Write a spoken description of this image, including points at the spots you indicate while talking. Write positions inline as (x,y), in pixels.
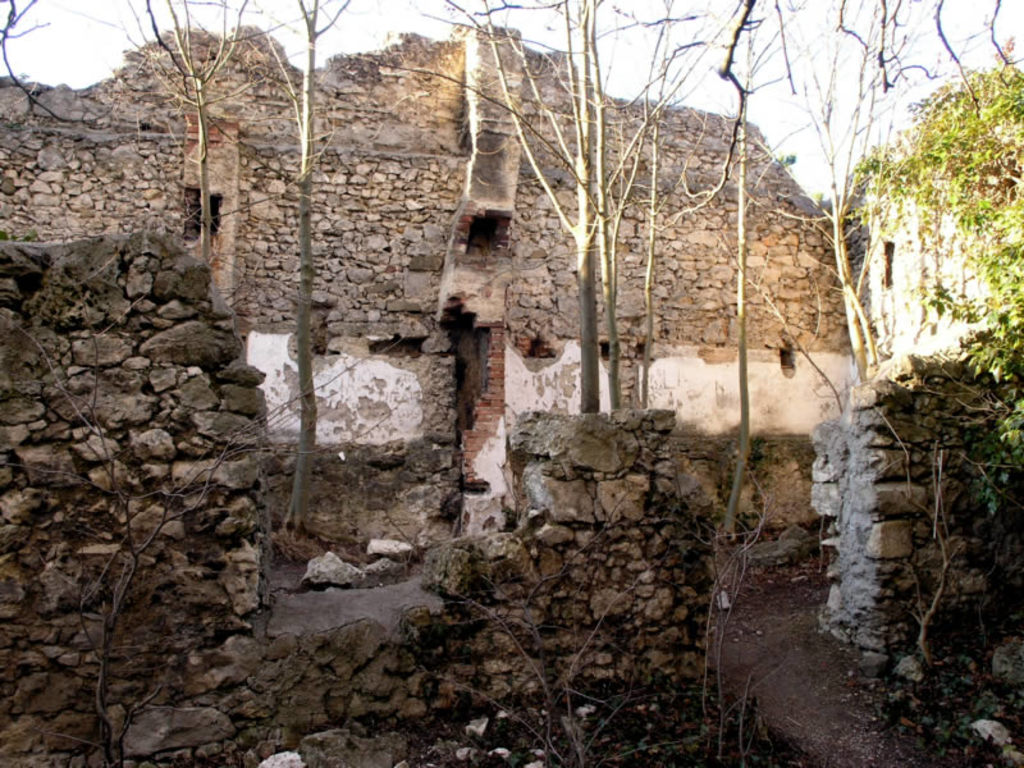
To the front of the image (129,521) there is a stone wall (554,527). Behind the stone wall (933,476) there are trees (577,139) without leaves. And in the background (787,277) there is an old wall (447,171) with stones (426,150). To the right corner of the image (924,173) there is a tree (1020,328).
